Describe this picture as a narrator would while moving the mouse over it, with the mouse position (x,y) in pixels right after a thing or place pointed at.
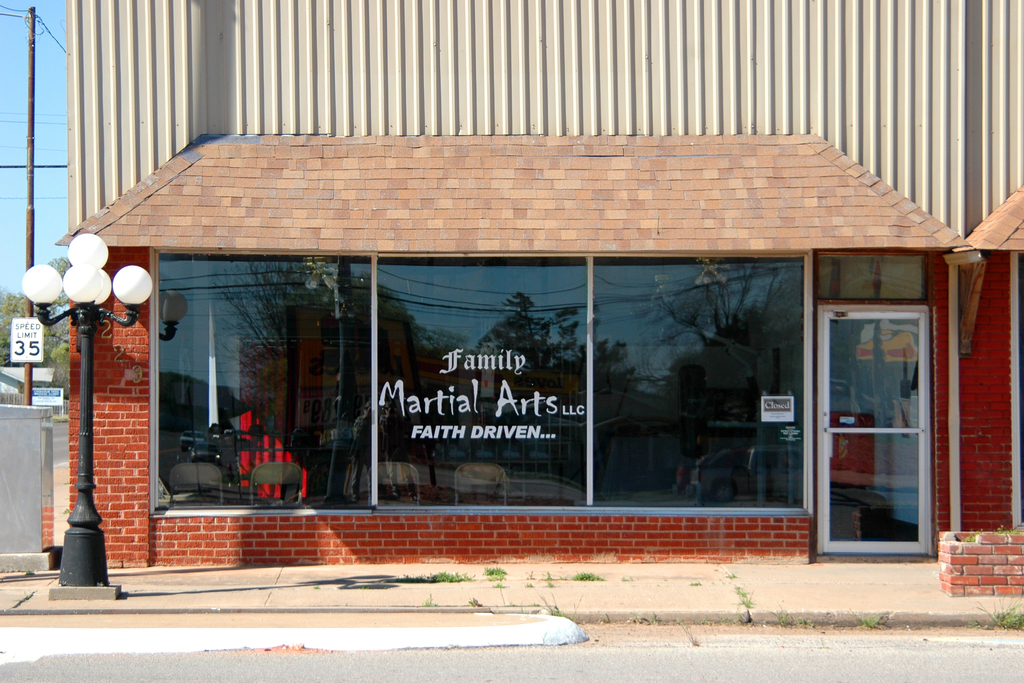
In this picture we can see a shop (270,393) with glass windows (545,407) and a door (831,456). Inside the shop (834,430), there are chairs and some objects (301,432). On the glass windows (340,407), we can see the reflections (385,405) of vehicles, trees (526,311), cables (491,307) and the sky (540,299). On the glass window (568,474), it is written something. On the left side of the image (87,542), there is a pole (78,326) with lights (97,293). Behind the pole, there is another pole (28,185) with a board (31,349) and there are trees (7,356), cables (64,198) and the sky (15,220). At the top of the image (432,55), there is a metal sheet (543,76).
